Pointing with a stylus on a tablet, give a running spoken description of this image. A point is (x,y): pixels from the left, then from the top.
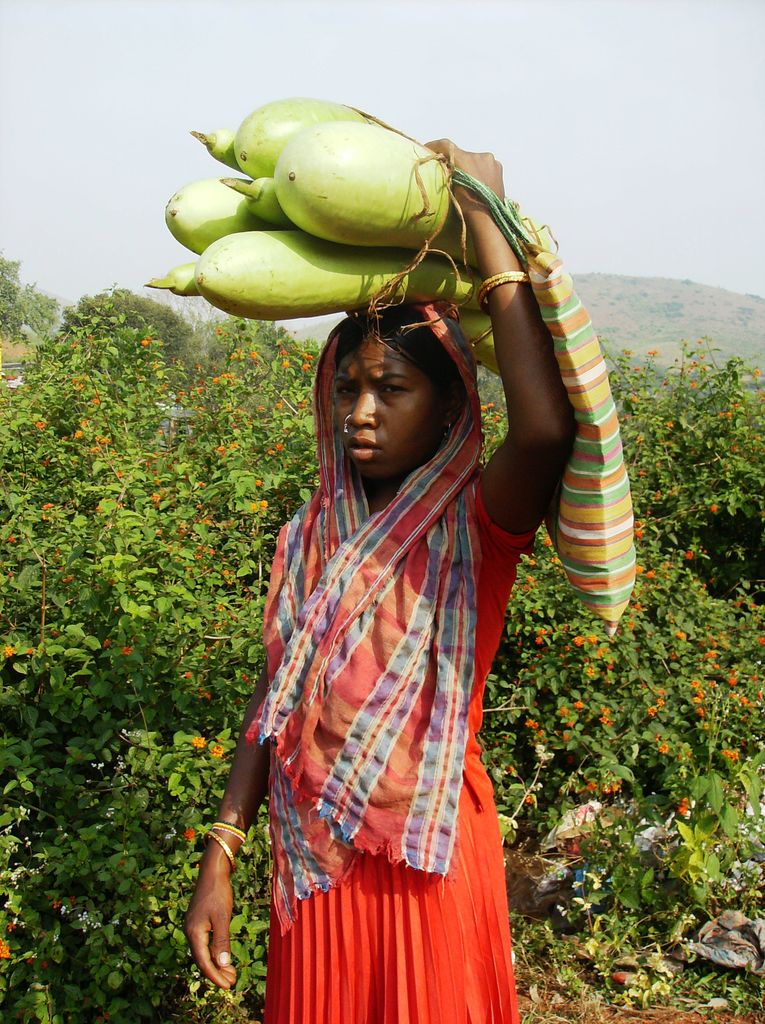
In this picture there is a Indian girl (271,608) wearing orange color dress (388,974), standing in the front (378,579) and holding some bottle gourd (334,264) on the head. Behind there are some plants (676,746).
